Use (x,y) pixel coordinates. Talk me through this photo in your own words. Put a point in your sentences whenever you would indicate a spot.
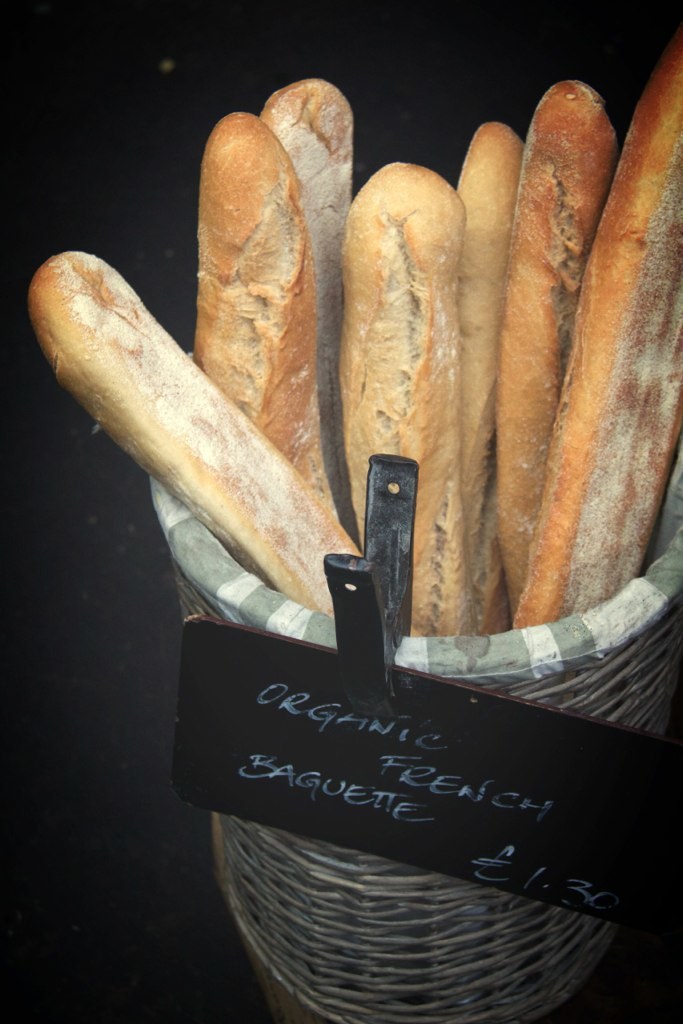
There is a basket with a name board (284,798) clipped on that. Inside the basket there are breads (392,365).
